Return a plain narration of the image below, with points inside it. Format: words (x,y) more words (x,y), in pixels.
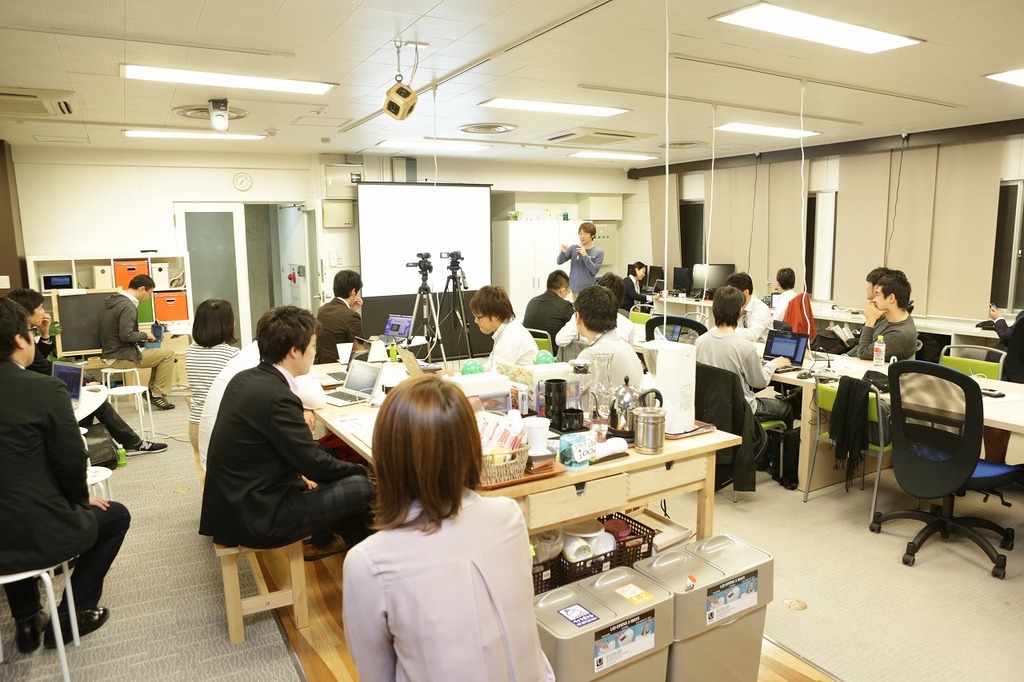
In this picture we observe many people (879,311) sitting on the tables (844,314) and a guy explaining all these on a projector (456,218) and two cameras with stands (457,274) are placed in front of the projector (440,279) and there are many designer lights (312,83) mounted to the roof (689,107).
